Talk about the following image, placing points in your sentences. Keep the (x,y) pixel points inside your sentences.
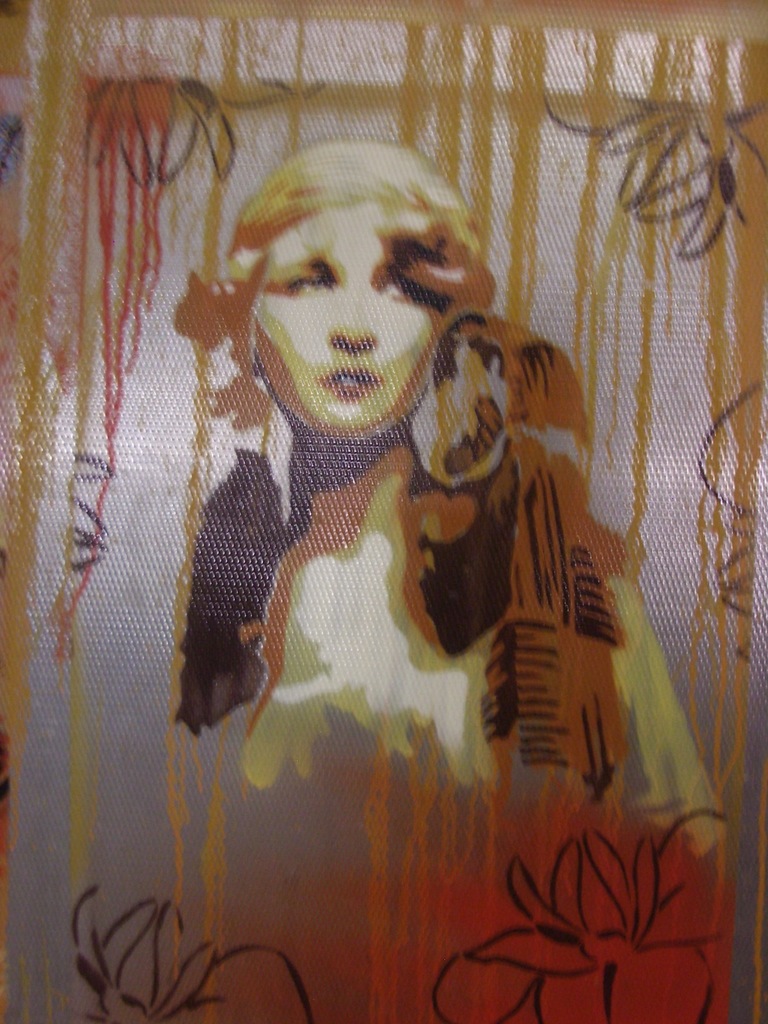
We can see painting (140,400) of a person (267,209) on a glass (186,88).
